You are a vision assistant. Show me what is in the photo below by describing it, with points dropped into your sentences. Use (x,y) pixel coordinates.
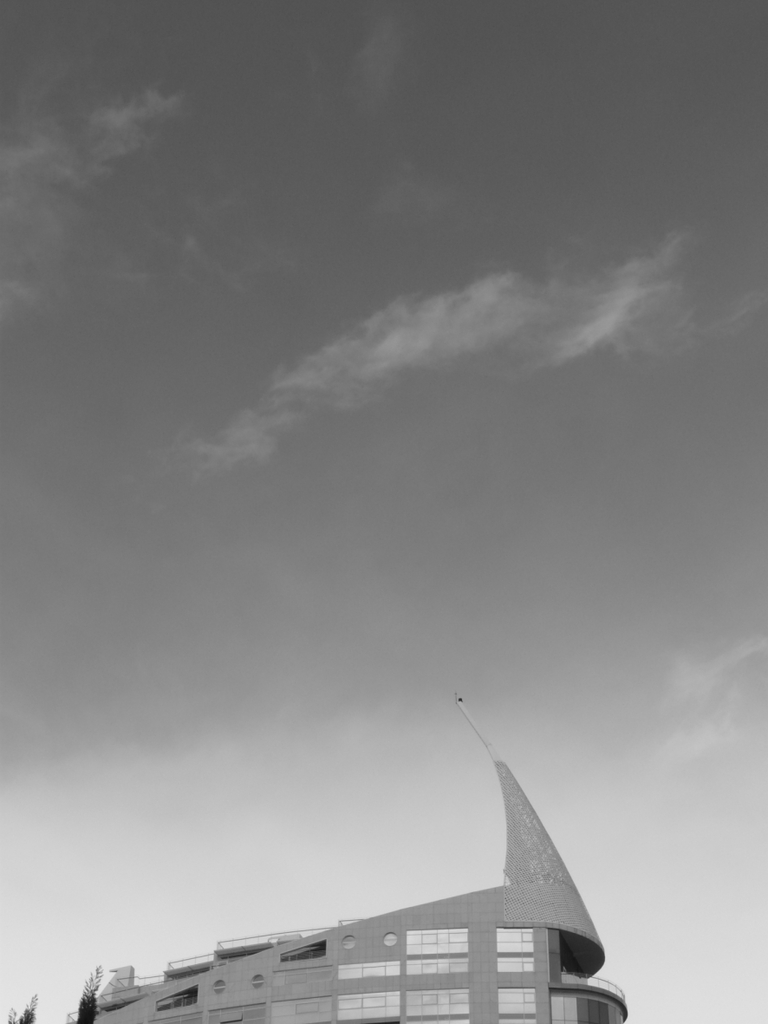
This is the picture of a building (534,898). In this picture there is a building (534,856) and there are trees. At the top (170,287) there is sky (441,533) and there are clouds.
